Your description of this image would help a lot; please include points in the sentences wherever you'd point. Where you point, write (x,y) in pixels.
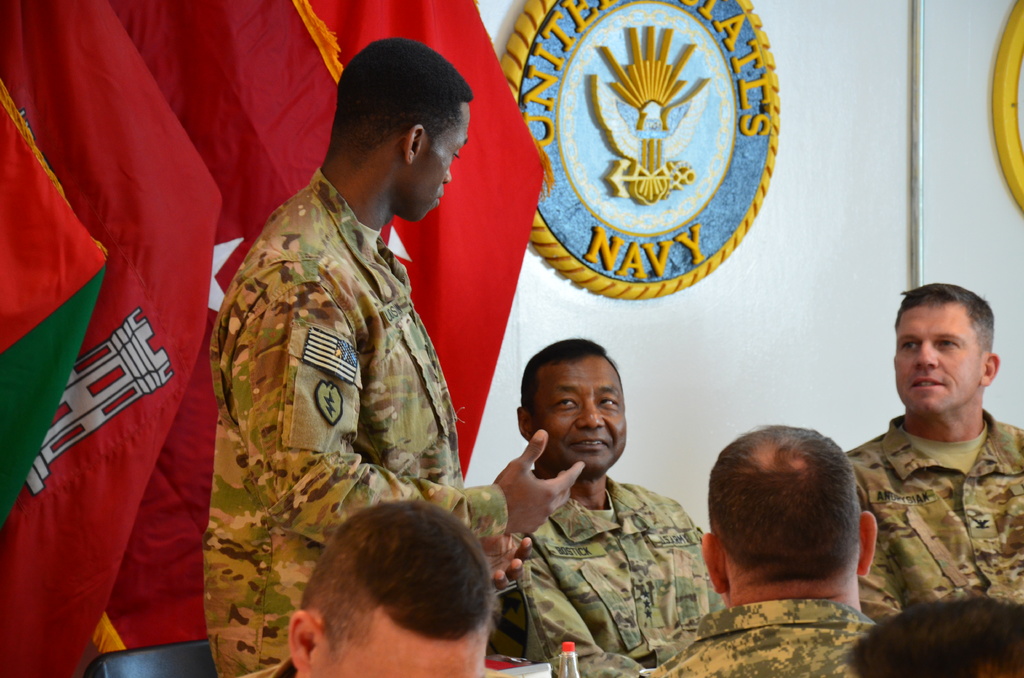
In the image there are a group of people (923,472) in the foreground (963,470) and behind them there are flags (141,228). In the background (553,0) there is an emblem (608,142) and around the emblem (696,96) there is some text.
